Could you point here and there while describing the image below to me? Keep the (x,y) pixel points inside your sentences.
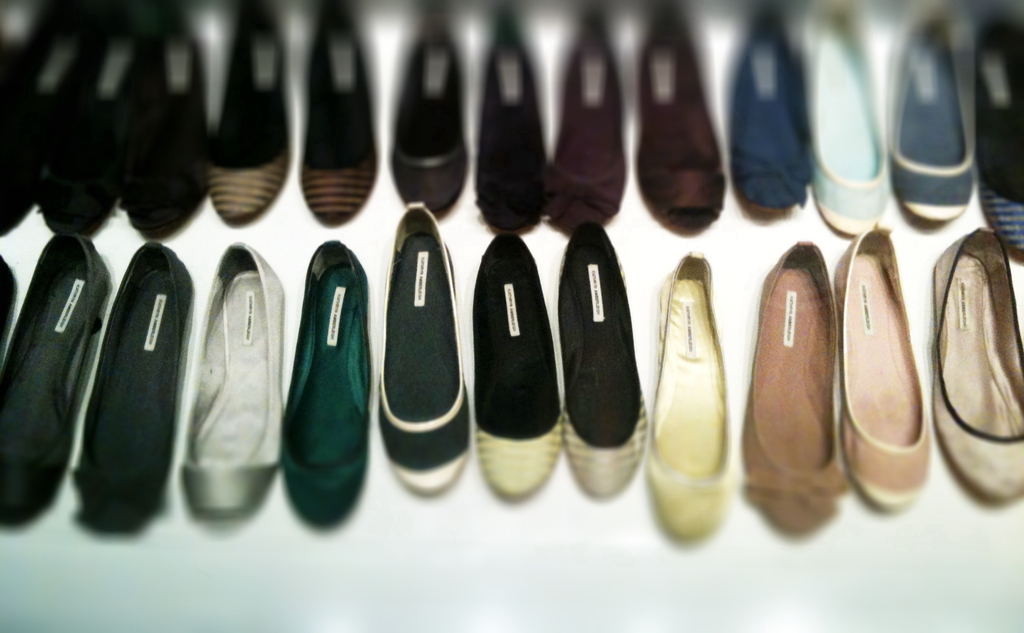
In this picture there are shoes (584,216) in different types and in different colors. At the bottom (553,508) it looks like a table (518,517).
